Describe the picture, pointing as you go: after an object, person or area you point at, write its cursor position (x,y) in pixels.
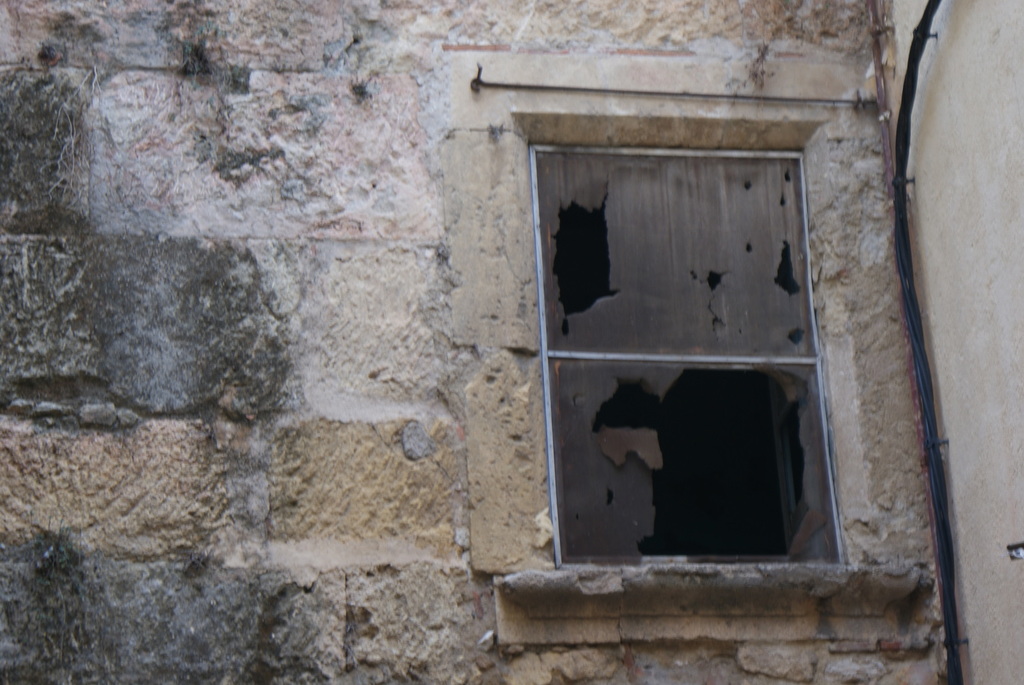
In this image we can see wall (486,27), window (576,328) and an object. On the right side (943,594) we can see cables (901,117) on the wall (943,359) and there are nails (935,41).
